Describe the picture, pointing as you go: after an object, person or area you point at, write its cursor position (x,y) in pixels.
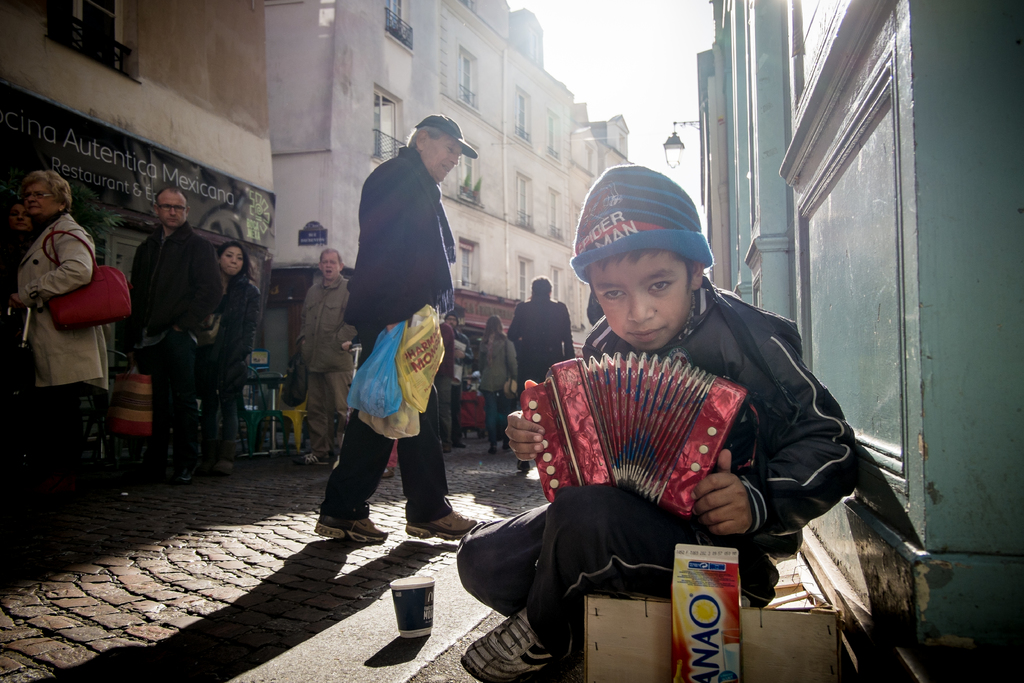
In the picture I can see a child (760,401) wearing jacket (769,388) and cap (604,186) is sitting here and playing musical instrument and he is on the right side of the image (692,478). On the left side of the image (234,424), we can see people (370,313) walking on the road (87,571), we can see buildings (996,514) on the either side of the image, we can see boards (256,194), light pole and the sky (601,16) in the background (664,66).
